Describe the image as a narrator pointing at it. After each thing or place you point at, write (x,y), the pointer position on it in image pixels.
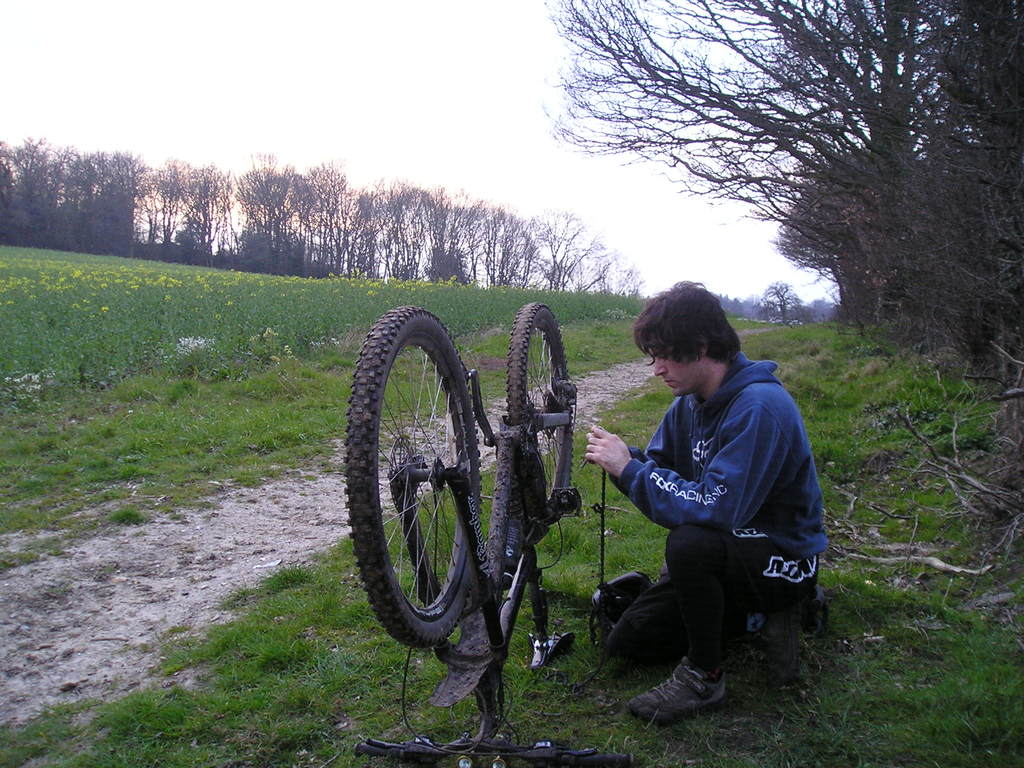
In this image we can see a person (703,562) sitting on a grass (590,576) and in front of the person (707,527) there is a cycle (458,422), there are few plants (264,305), trees (864,244) and sky (536,155) on the top (639,170).
